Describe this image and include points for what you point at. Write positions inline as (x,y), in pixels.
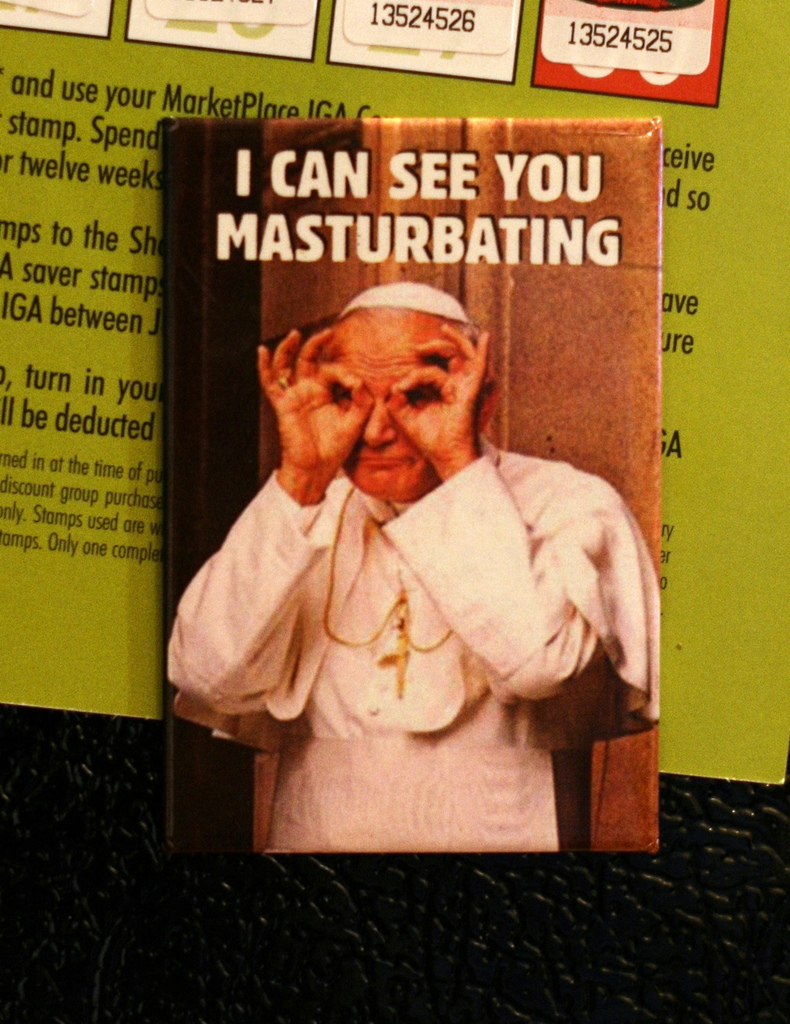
Here I can see a magnet (211,394) and a card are placed on a object (313,903) which is in black color. On the magnet (399,658) I can see an image of a person (379,610) and some text (367,228).
